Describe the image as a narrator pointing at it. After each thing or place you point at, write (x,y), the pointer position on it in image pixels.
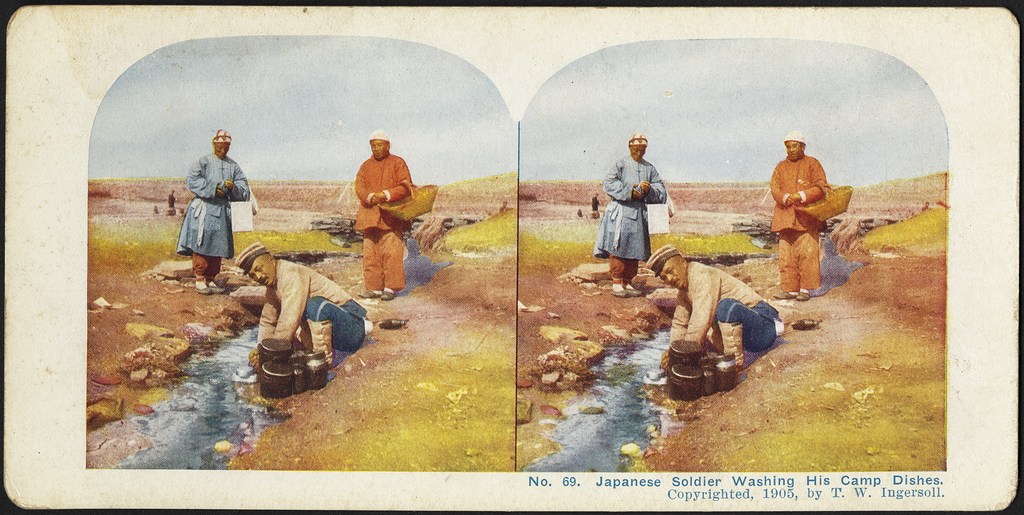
In this picture we can see a paper (722,296), there are two pictures (728,281) on this paper (476,322), we can see three persons (374,215), grass (368,443), water (224,391) and bowls (303,363) in these pictures (751,282), at the bottom (785,485) there is some text (742,483).
